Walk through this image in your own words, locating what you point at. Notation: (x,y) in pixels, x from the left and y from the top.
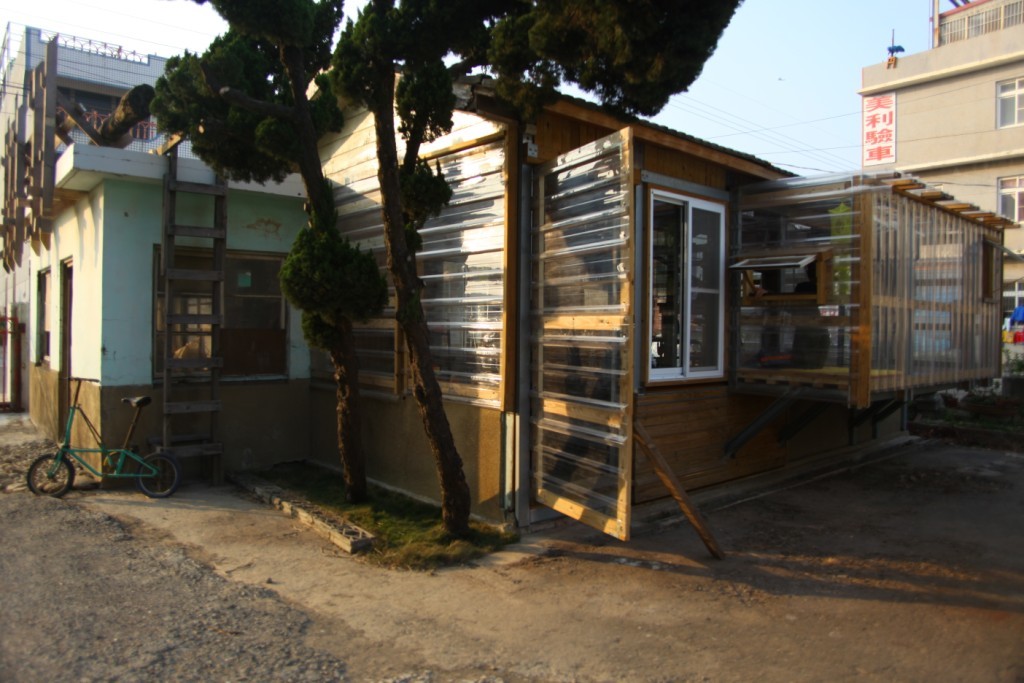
In this picture we can see a bicycle (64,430) on the left side (165,470). We can see a ladder (184,453) to the building (149,442) on the left side (168,449). There are a few buildings (623,181) and trees (383,2) on the path (331,598).
